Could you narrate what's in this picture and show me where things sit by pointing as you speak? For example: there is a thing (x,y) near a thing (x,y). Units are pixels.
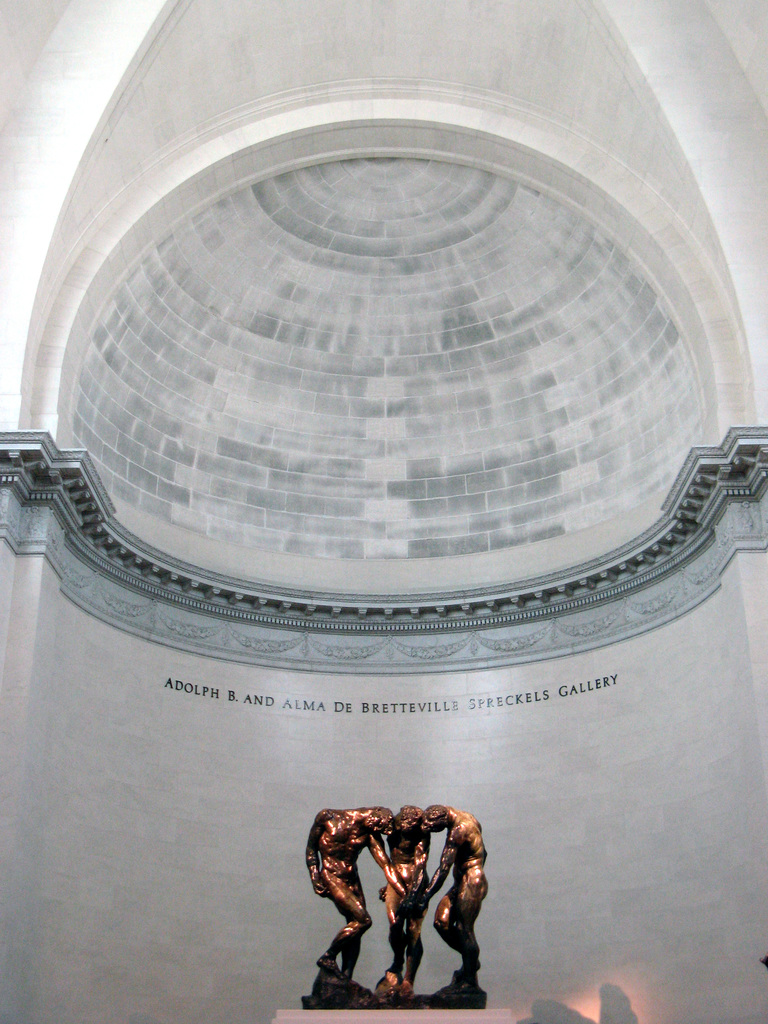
At the bottom of the image (425,895) we can see a statue (401,825). In the background of the image (406,803) we can see the text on the wall (724,898) and roof (477,221).
